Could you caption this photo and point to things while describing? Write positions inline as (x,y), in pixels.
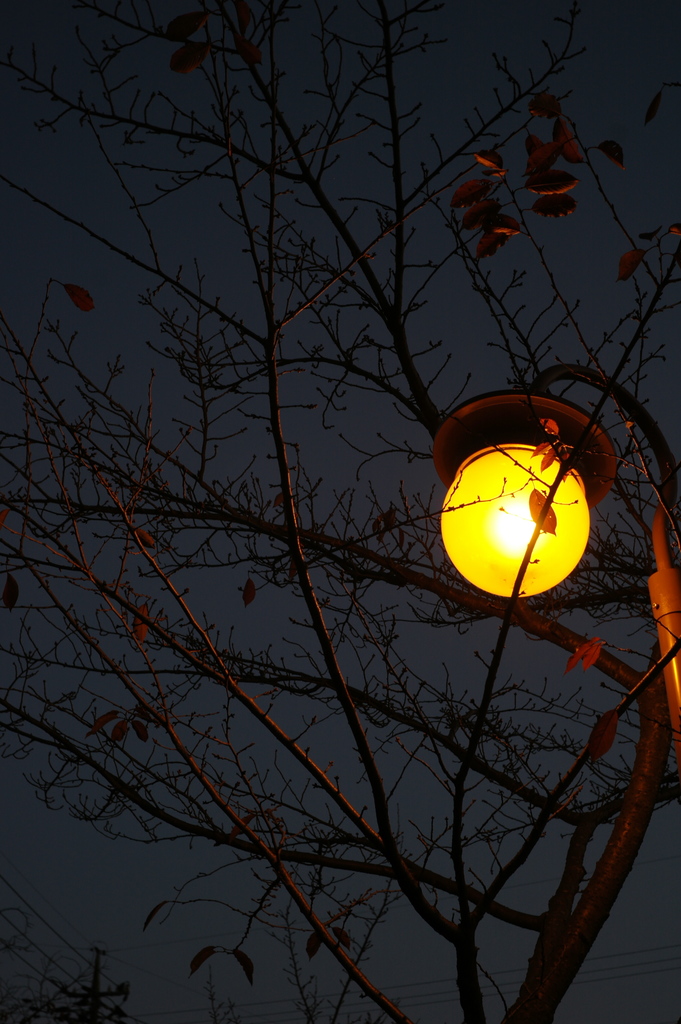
In this image I can see a tree (318,628) and near it I can see a light (518,411). On the bottom left corner of this image (72,926) I can see a pole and few wires (45,924).
